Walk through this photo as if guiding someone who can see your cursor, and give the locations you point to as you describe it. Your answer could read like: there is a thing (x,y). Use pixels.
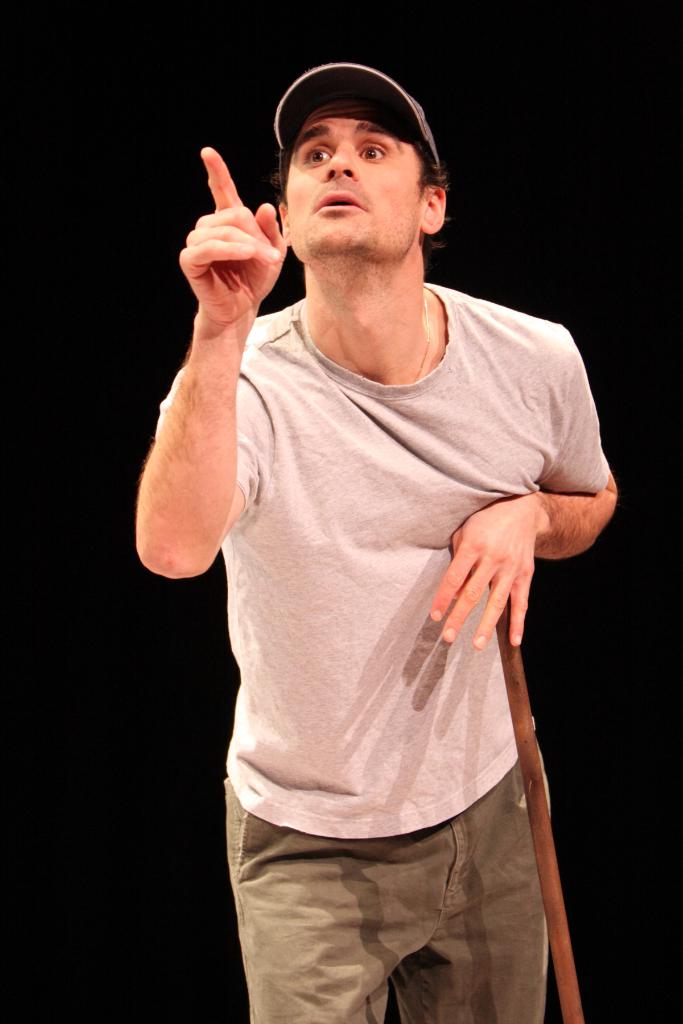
In this image there is a man (323,451) standing, he is holding a stick (527,707), he is wearing a cap (329,80), the background of the image (628,906) is black in color.
